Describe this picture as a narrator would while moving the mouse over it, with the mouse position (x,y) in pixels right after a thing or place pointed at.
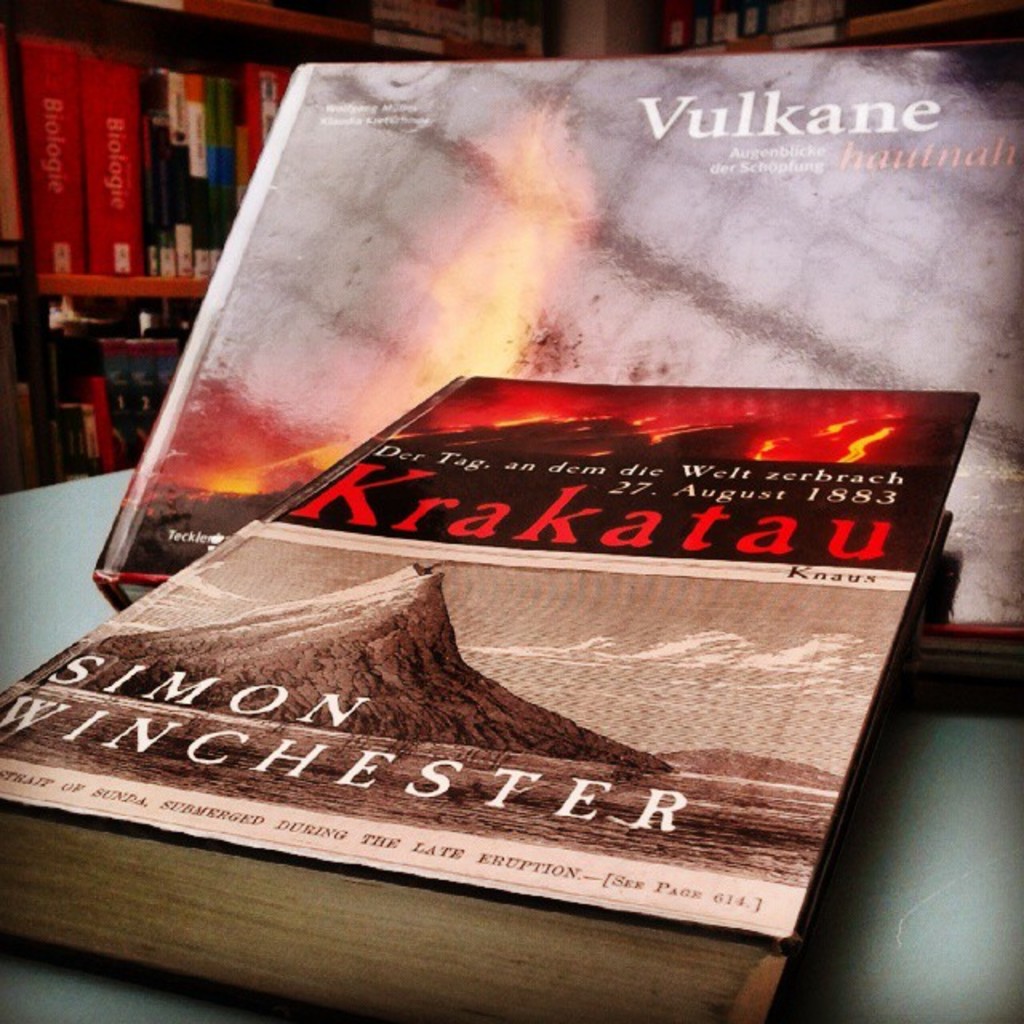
In this picture we can see two books (738,548) in the front (805,318), there is some text (673,528) on this books cover (639,574), in the background (106,393) there is a rack (485,4), we can see some books (117,339) on the rack (202,59).
